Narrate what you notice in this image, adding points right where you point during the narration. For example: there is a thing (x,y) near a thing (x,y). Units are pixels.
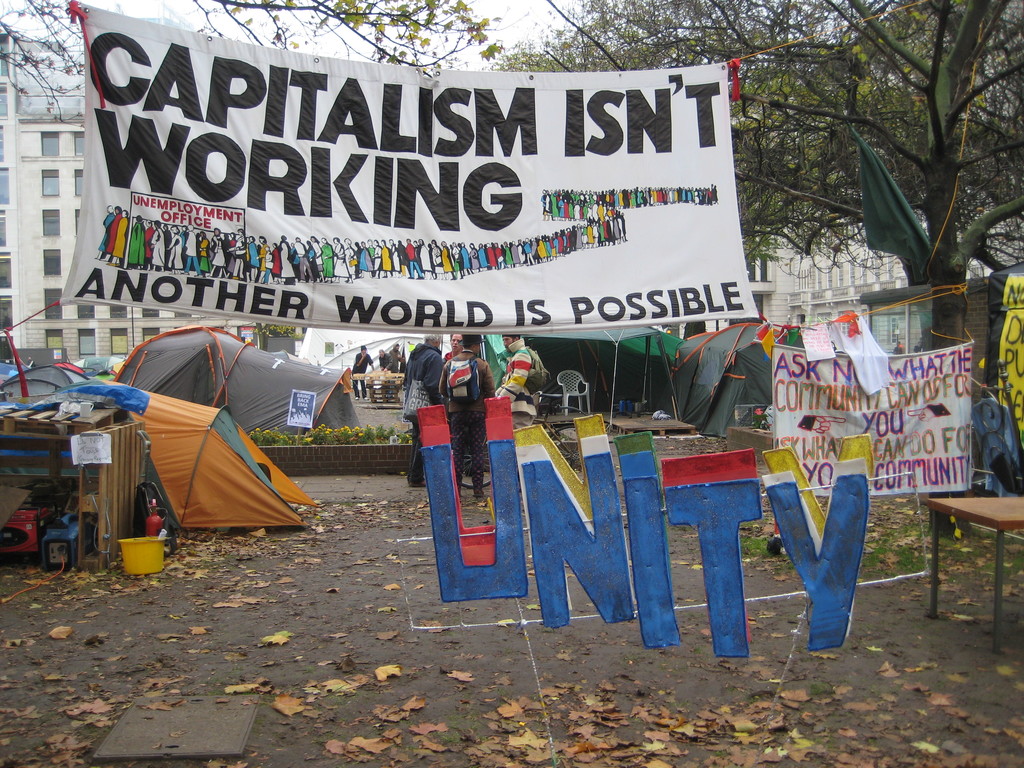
In the picture I can see the banner (514,325). I can see four persons (521,355) standing on the floor (762,577) and looks like they are having a conversation. There is a table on the floor (975,560) on the right side (955,509). I can see the design text (702,517) made with cardboard (670,471) in the foreground (750,571). I can see the camping tents (200,521) on the ground (209,580). In the background (780,162), I can see the buildings (68,202) and trees (831,168).
